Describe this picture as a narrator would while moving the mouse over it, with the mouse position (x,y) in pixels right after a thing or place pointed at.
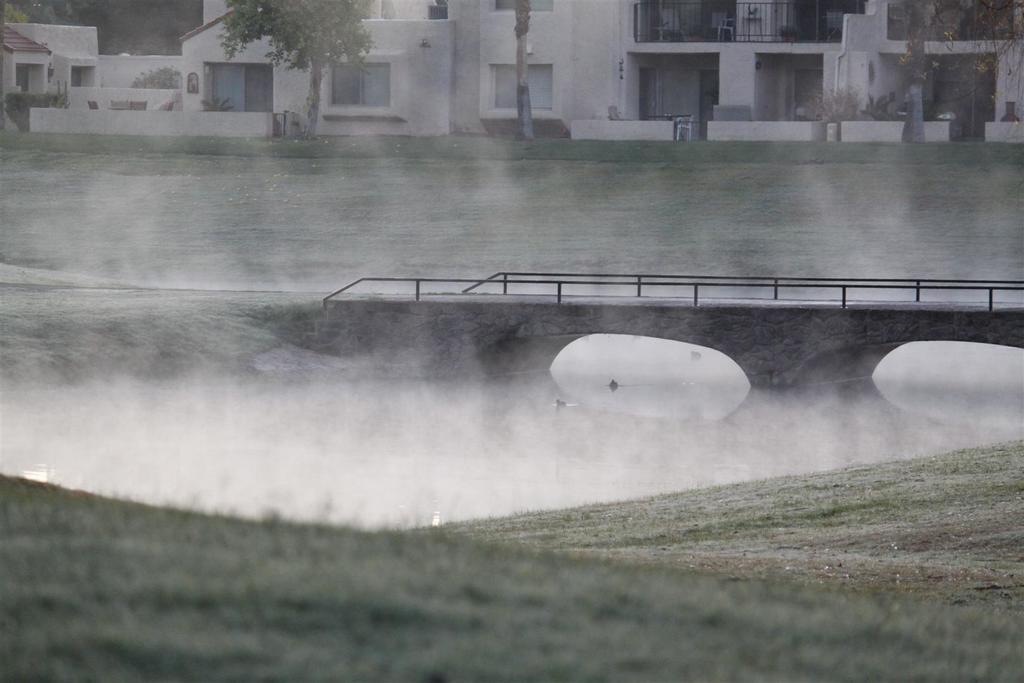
In this image we can see there are buildings (857,64), trees (283,48) and grass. In front of the building (563,69) we can see the water (910,396), railing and the white color object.
